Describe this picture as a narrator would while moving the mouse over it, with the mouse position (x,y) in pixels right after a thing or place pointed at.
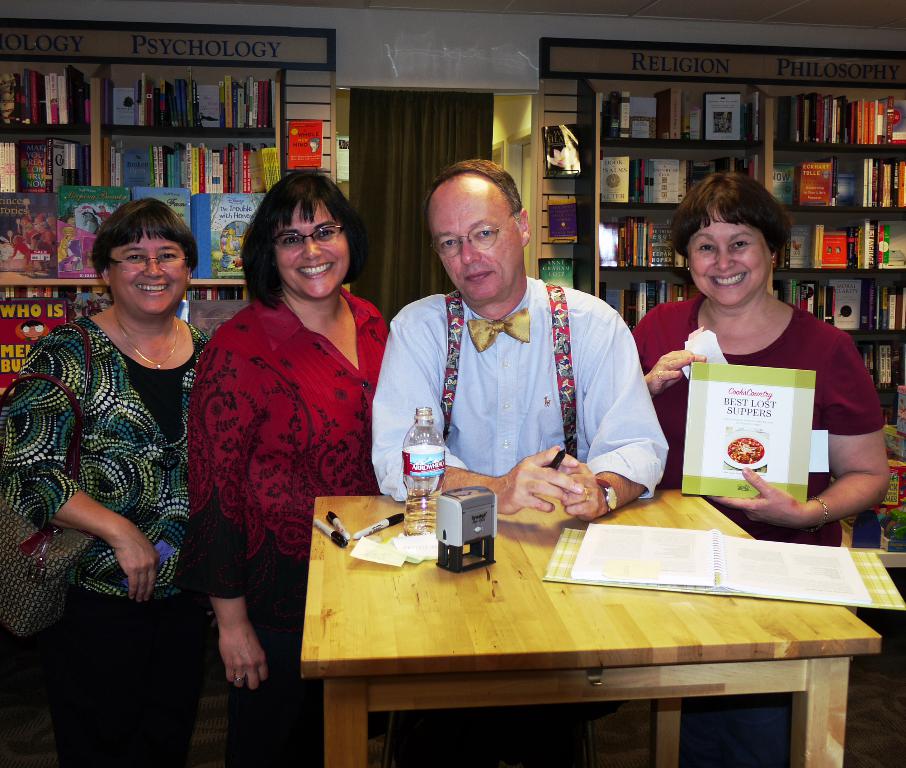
This persons (143,307) are standing. In-front of this person's (872,475) there is a table (721,619), on a table (759,613) there is a book (777,554), stamp (444,530), bottle (426,521) and markers (356,538). This woman (183,534) is holding a bag (18,629). This woman (880,486) is holding a card (740,491). In a rack (317,93) there are number of books (85,146).
